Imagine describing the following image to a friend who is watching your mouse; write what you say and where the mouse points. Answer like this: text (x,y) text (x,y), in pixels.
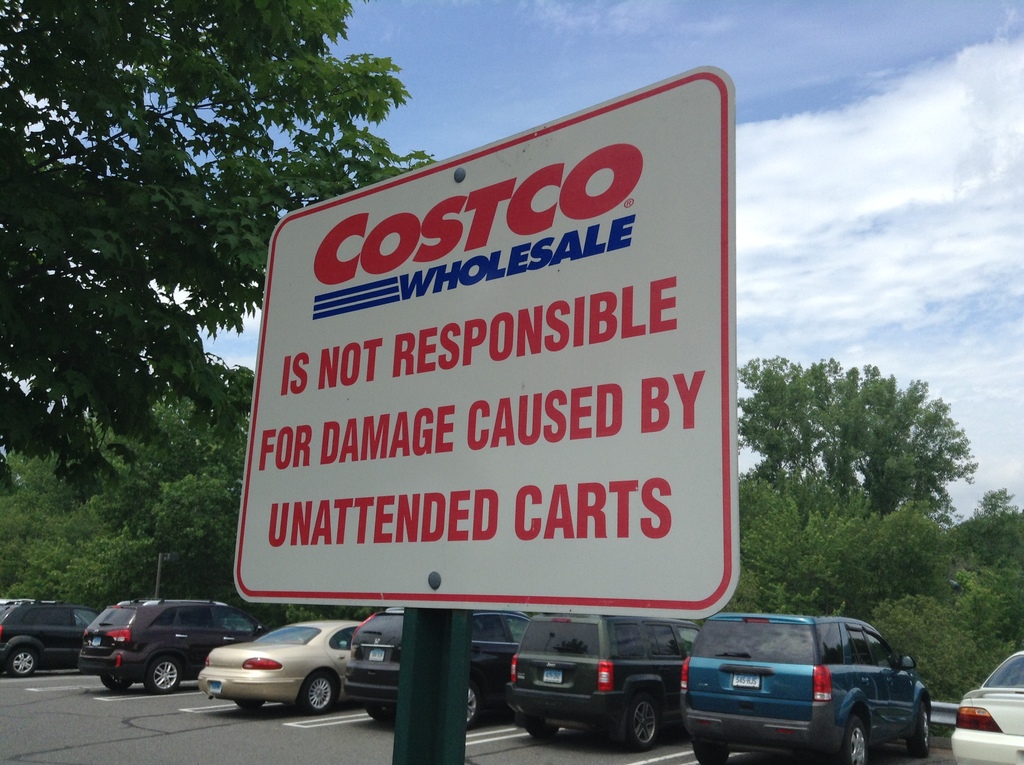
In this picture I can see there is a precaution board (488,489) and it has something written on it. There are few cars (615,702) parked in the backdrop (819,699) and there are trees (761,579) and the sky (414,130) is cloudy.
